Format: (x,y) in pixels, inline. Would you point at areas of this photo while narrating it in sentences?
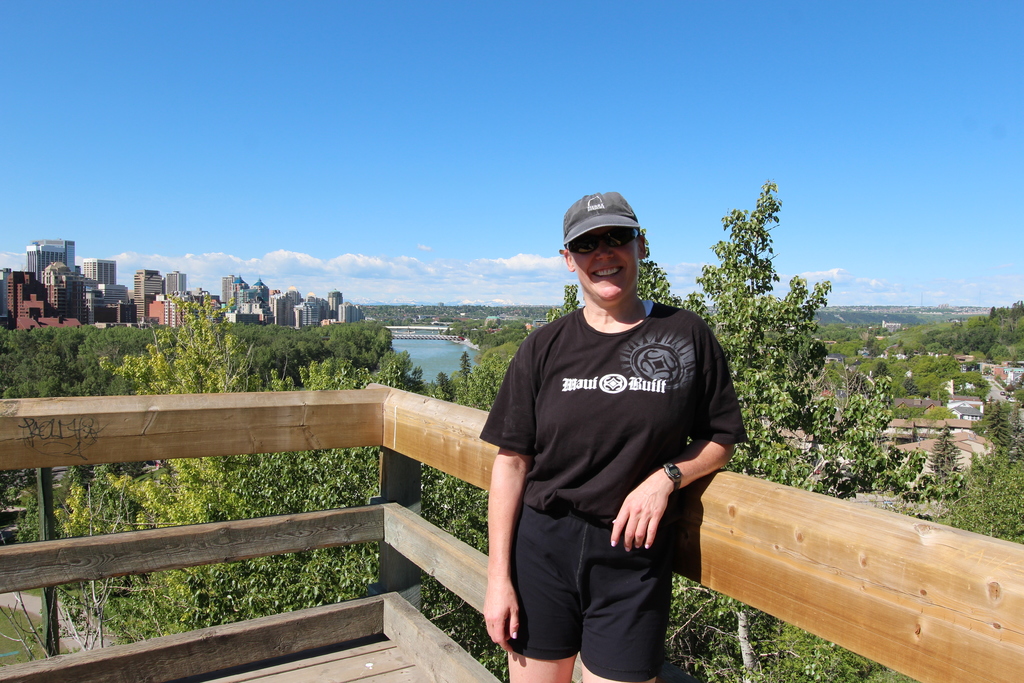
In this image, we can see a person (642,510) is standing near the wooden railing (855,578) and smiling. She wore goggles (607,242), cap (611,225) and watch (669,479). Background (87,615) we can see, trees (211,488), road (39,609), buildings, water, houses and sky (669,205).
